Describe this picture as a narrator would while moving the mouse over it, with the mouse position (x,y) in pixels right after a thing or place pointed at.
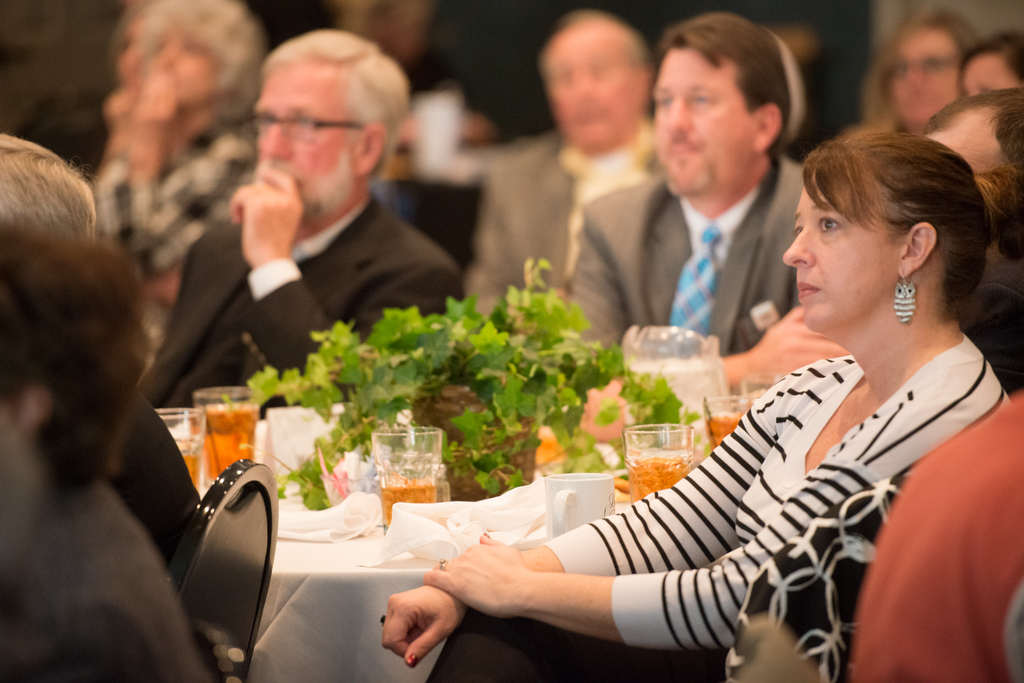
In the foreground of this image (501,616), there are people (855,391) sitting on the chairs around the table (315,633) on which, there are glasses (629,476), a cup (569,496), white cloths (451,512) and a plant (463,412). In the background (476,224), there are people (178,64) sitting.
